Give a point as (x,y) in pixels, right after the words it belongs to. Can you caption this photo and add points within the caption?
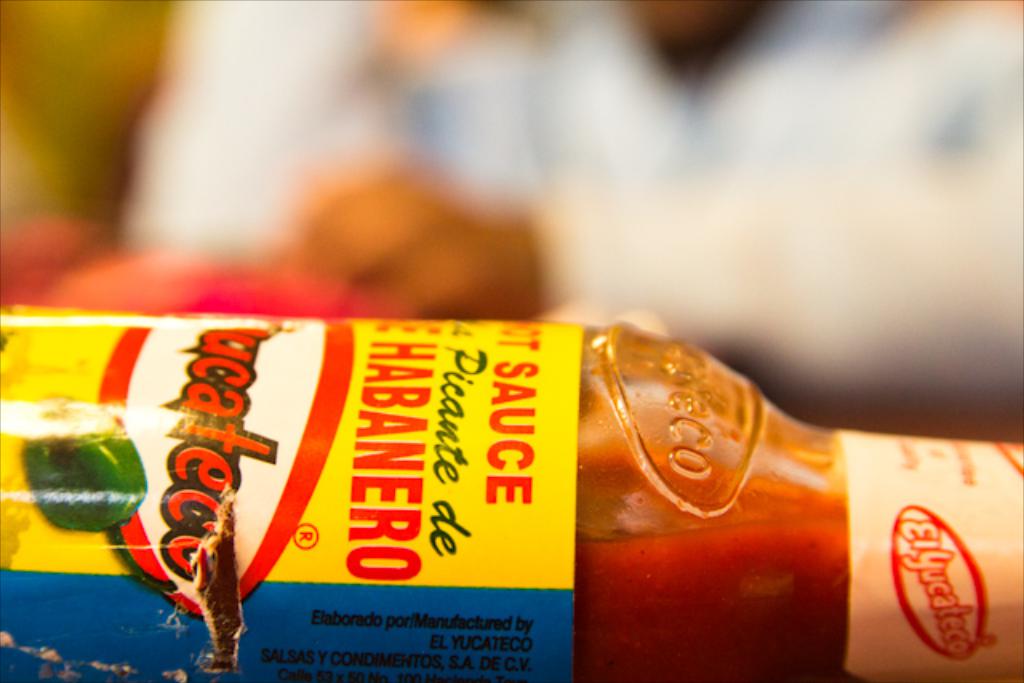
In this image, There is a hot chilli sauce bottle (543,602), And in the background (412,203) there is some person (680,176) sitting.
